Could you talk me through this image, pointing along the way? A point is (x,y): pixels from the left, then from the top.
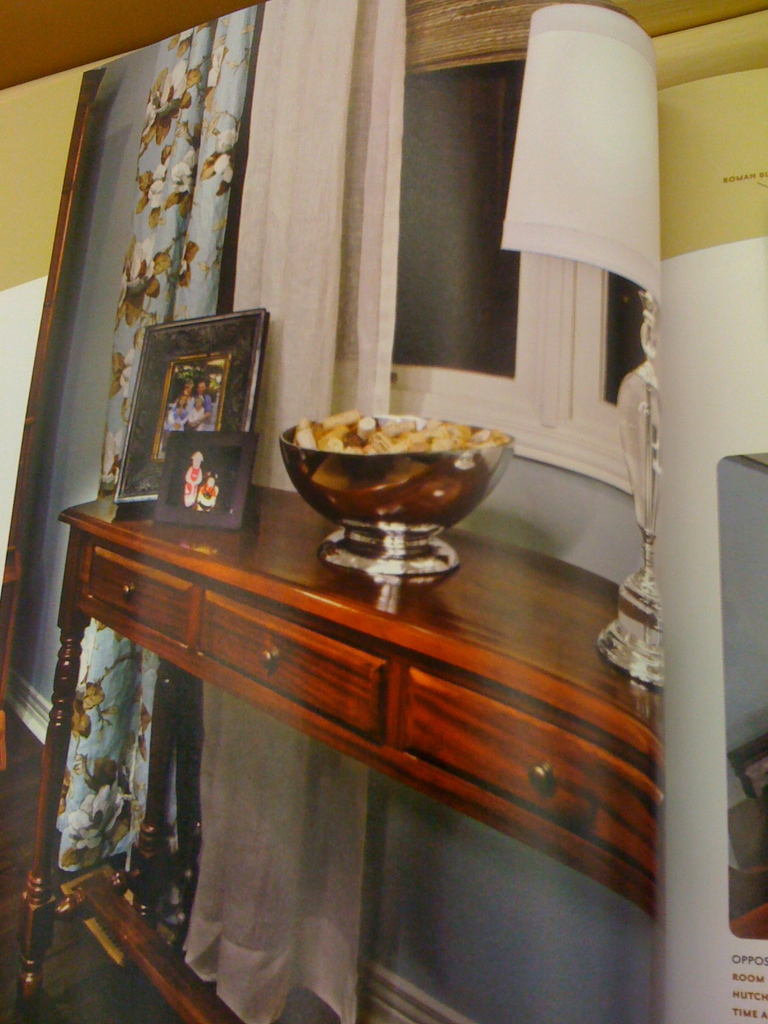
This picture is consists of a page (336,295), which contains desk (274,513), curtains (307,344) and other items (228,468) in it.
